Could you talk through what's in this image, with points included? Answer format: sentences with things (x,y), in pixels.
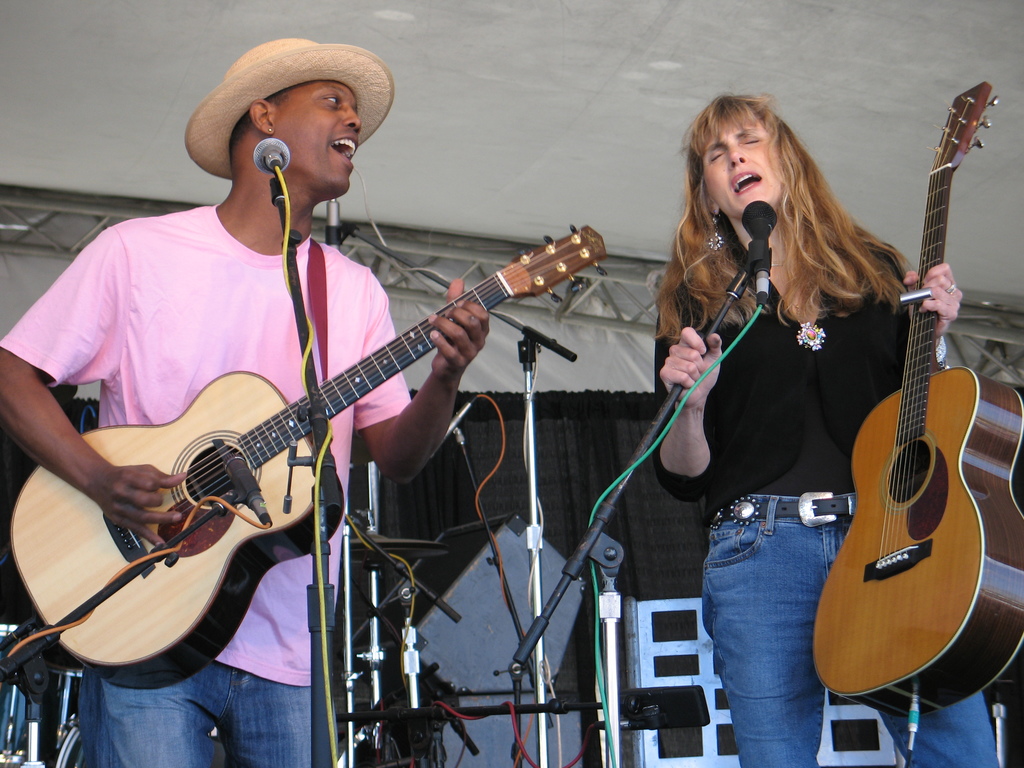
In this picture there is a boy (219,702) who is standing at the left side of the image (52,311) and he is playing the guitar (93,444), there is a girl (751,189) at the right side of the image (736,193), she is holding a guitar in her hand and she is singing in the mic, there is a black color curtain (415,532) behind them.
